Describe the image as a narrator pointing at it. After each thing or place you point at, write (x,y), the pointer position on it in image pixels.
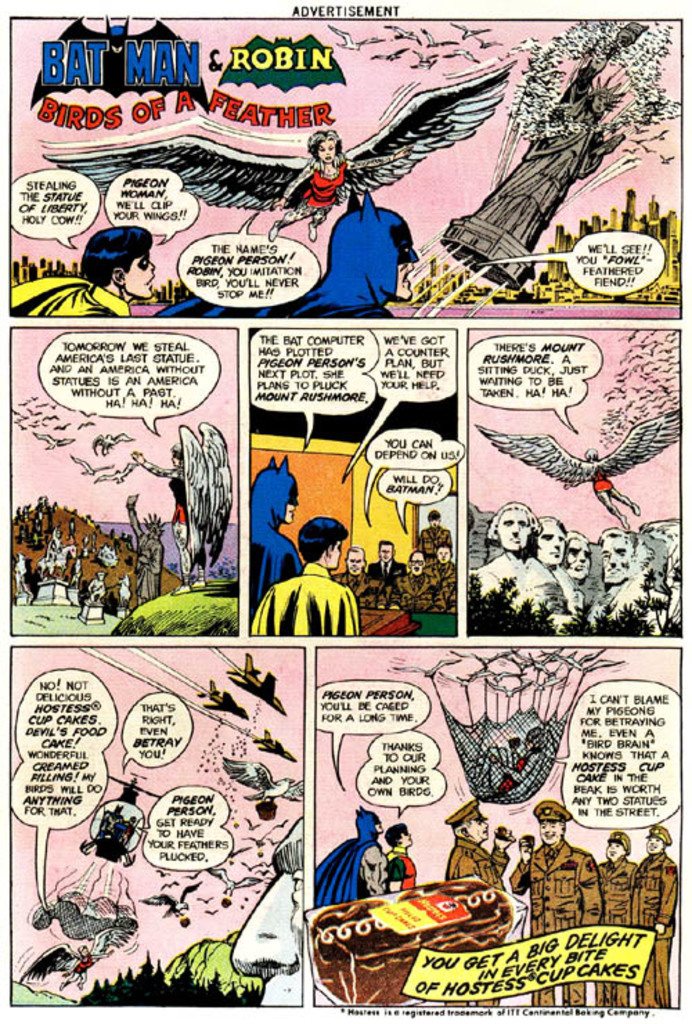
This picture consists of a poster (333,480) in the image, it seems to be a collage.
